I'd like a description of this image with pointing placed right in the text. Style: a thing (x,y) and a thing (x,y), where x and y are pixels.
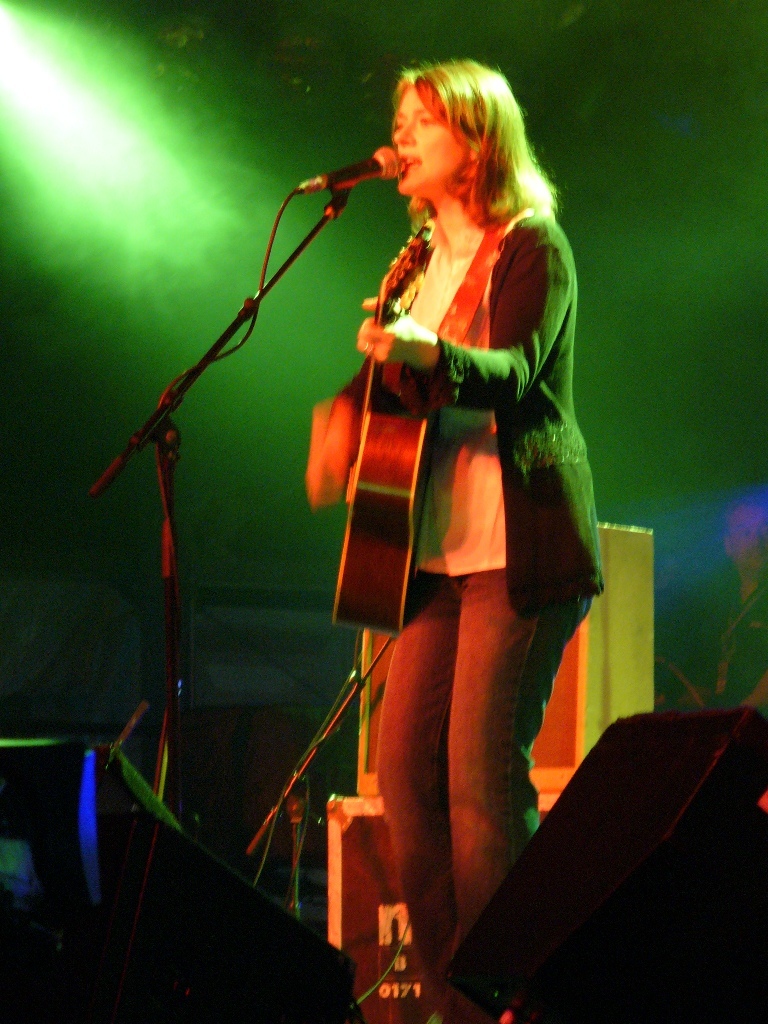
Middle of the image (507,367) we can see a woman (476,907) is playing a guitar (360,460) and singing in-front of mic (336,173). Bottom of the image (608,699) there are boxes (566,771) and speakers (238,916). Background of the image (730,284) it is dark and we can see focusing light (73,82).
